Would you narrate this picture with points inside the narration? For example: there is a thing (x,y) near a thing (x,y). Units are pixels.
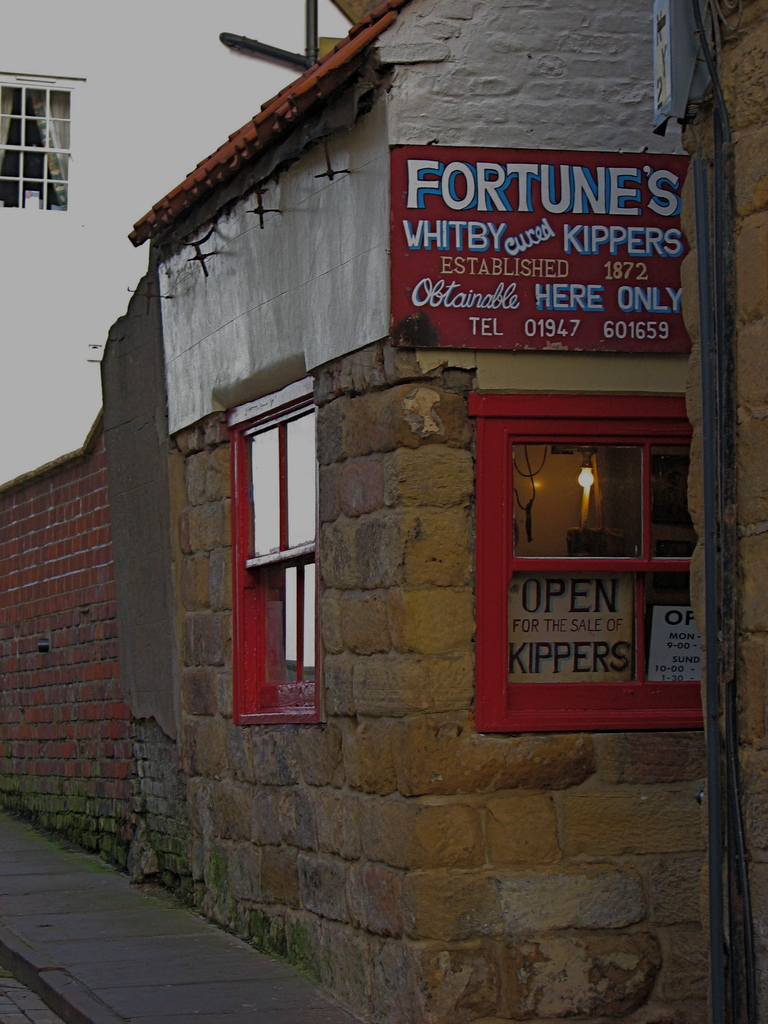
On the left side (83,923), there is a footpath (31,865). On the right side (696,856), there is a red color board (597,215) attached to the wall (553,143) of a building (404,476) which is having windows (512,432), a brick wall (208,544) and a roof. In the background (146,48), there is a white color building (15,286), which is having a window (31,104), which is having two curtains (4,108).
